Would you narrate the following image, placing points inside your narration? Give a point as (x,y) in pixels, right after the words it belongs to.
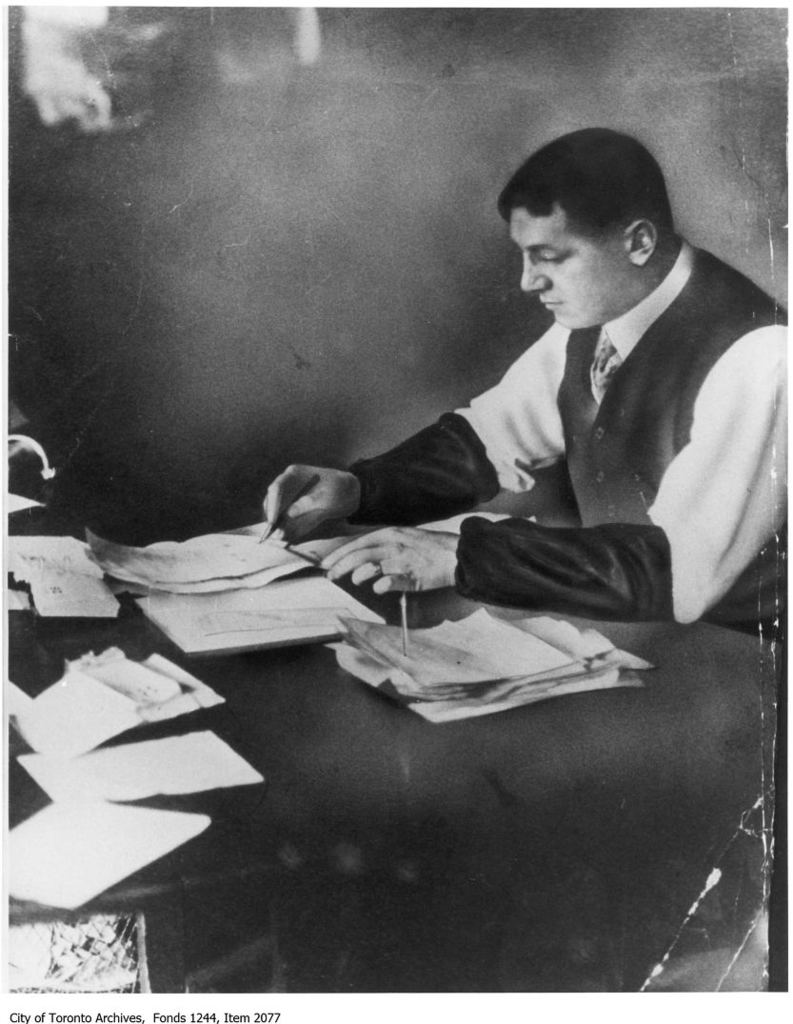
This is a black and white picture. Here we can see a man (536,597) writing on the paper (249,556). This is a table (527,914). On the table (457,781) there are papers (260,611). There is a dark background (758,110).
